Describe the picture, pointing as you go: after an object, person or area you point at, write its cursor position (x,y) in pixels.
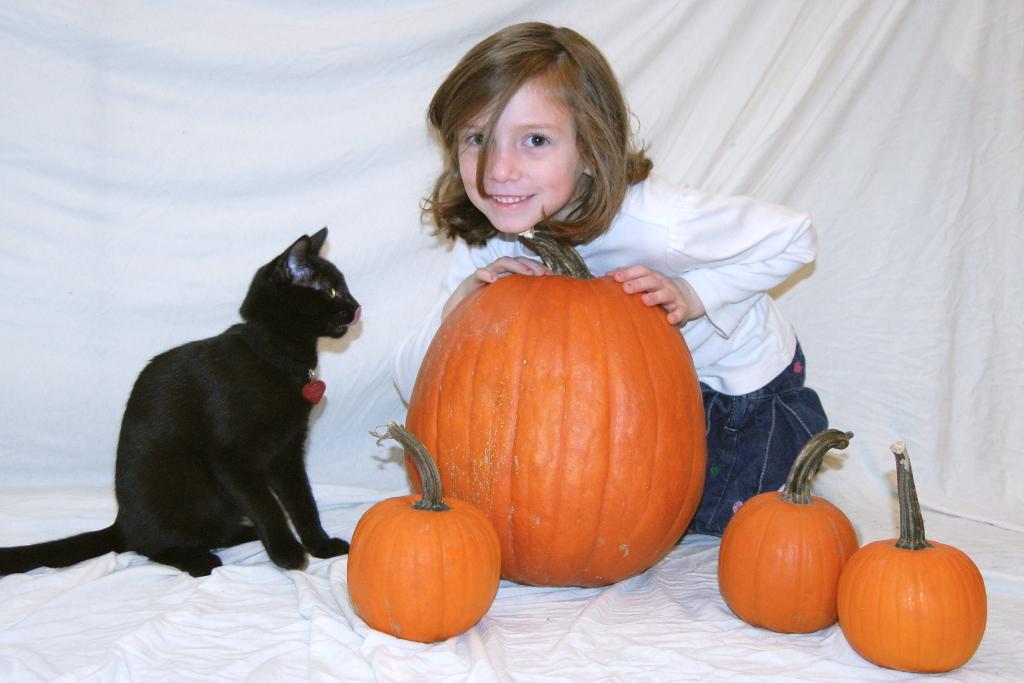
In this image, we can see pumpkins (540,497) on the cloth (543,681). There is a cat (320,315) and kid (733,313) in the middle of the image (456,237). In the background of the image (241,219), we can see a white cloth (248,171).
